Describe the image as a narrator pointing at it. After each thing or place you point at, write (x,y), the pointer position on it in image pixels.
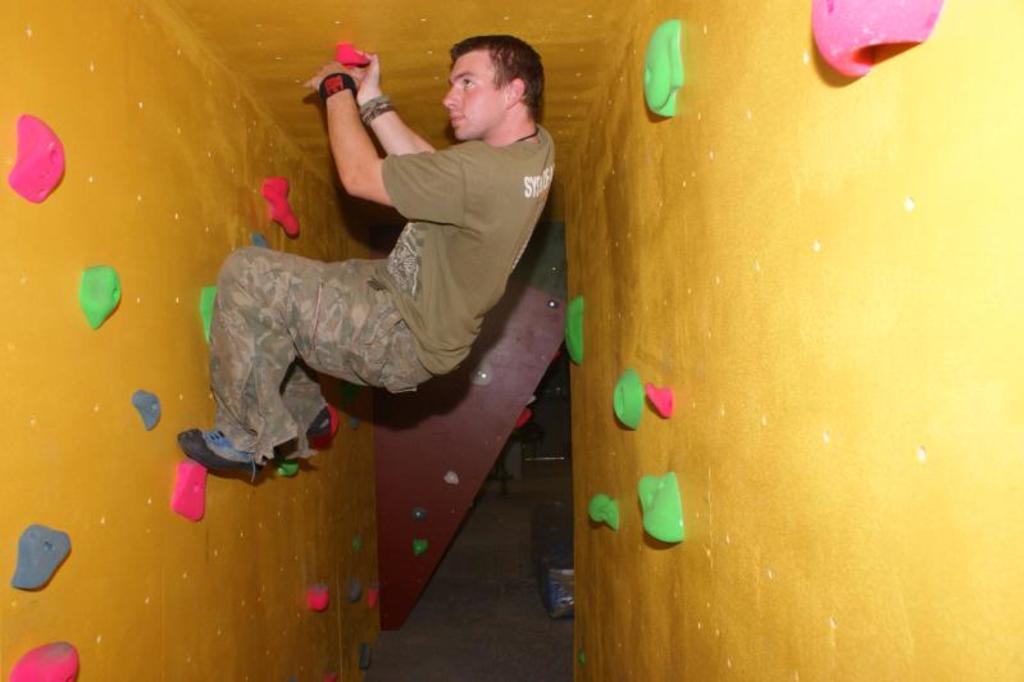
In this picture, we see a man (362,281) is climbing on the wall (315,115). This wall (265,176) is in yellow color. It looks like the holders (156,411). These holders (183,488) are in green, pink, blue and red color. In the background (531,328), we see a brown wall (502,435).
